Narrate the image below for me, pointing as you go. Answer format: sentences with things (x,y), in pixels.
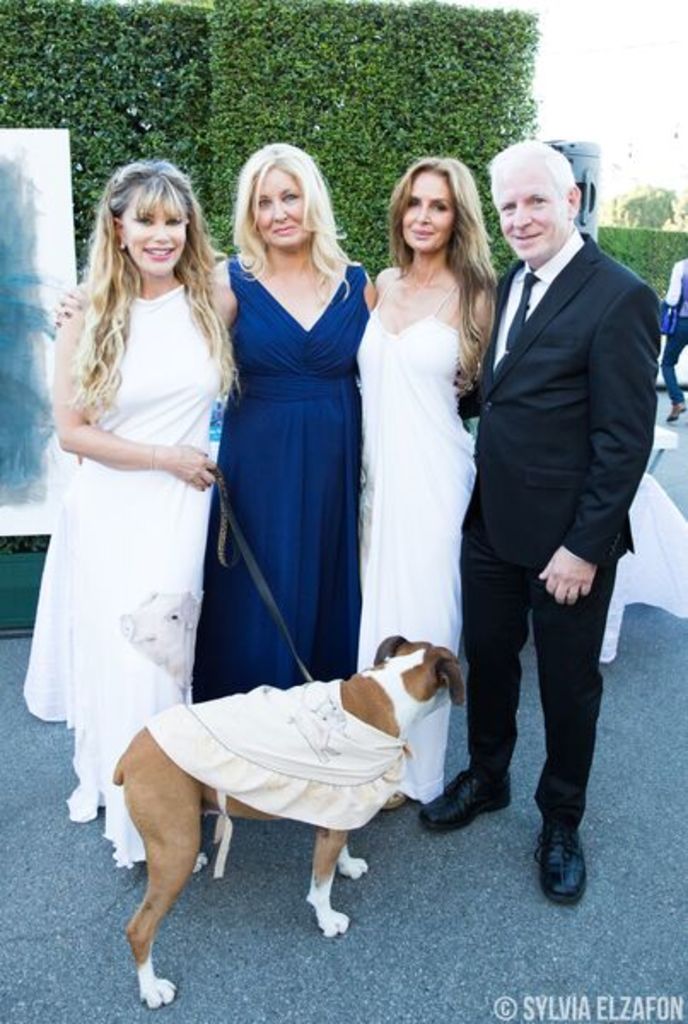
In the foreground of the picture (258,351) there are four people (232,365) and a dog (223,754). In the foreground (133,986) there is road (341,941) also. In the background (296,86) there are plants (532,81) and sky (617,39). The man (593,294) is wearing a black suit (532,435).
